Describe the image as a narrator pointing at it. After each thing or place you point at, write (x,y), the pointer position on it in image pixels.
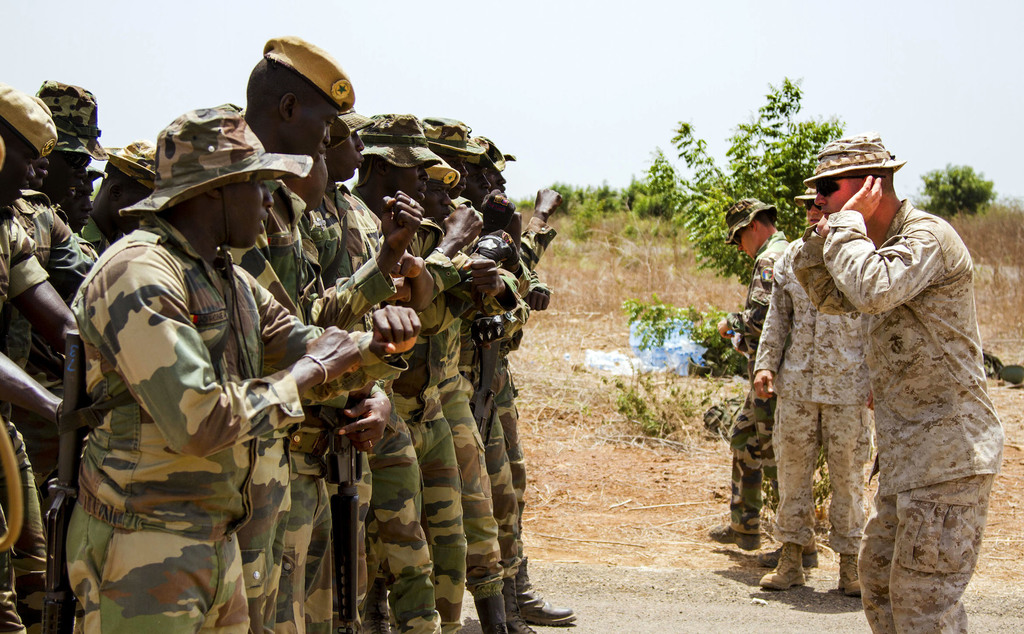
In the foreground of this image (844,457), on the right (845,482), there are three men (831,300) standing on the road (759,616). On the left (317,366), there are group of men (255,308) standing and wearing guns (72,393) and caps (17,115). In the background (675,80), there are trees (663,189), grass (616,293) and the sky (581,48).
